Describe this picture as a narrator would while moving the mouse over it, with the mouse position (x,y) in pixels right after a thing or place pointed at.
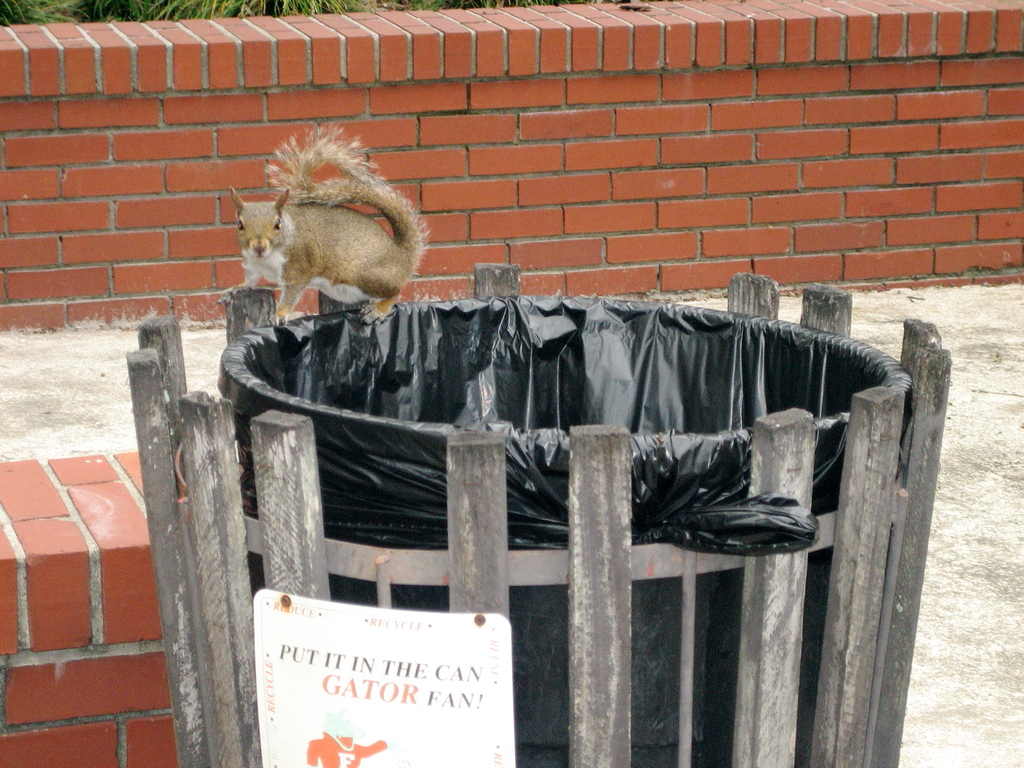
In this image we can see a squirrel (348,276) on the bin (766,293) and we can see a board (331,767) placed on the bin (537,552). In the background (468,217) there is a wall (198,123).
